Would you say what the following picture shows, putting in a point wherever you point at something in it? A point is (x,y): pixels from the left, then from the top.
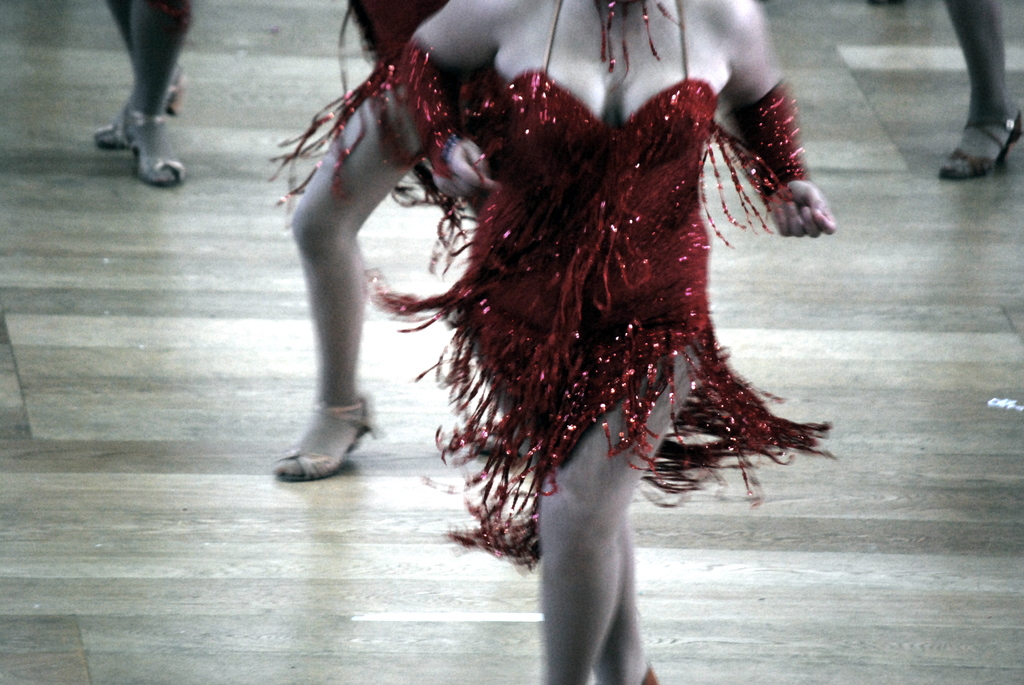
In this image I can see few people (457,97) are standing and in the front (524,37) I can see one of them is wearing red colour dress (536,216).
